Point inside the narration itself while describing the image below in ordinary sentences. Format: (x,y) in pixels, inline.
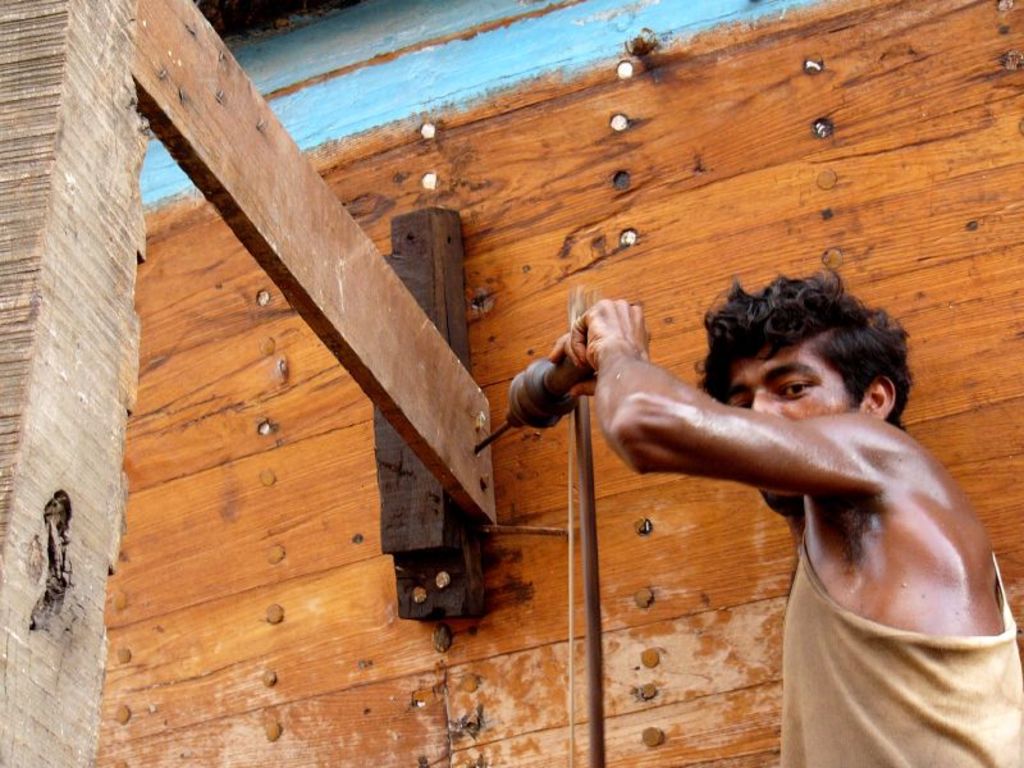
A person (891,575) is standing on the right (892,576) and holding a drilling machine (514,411). There is a piece of wood (87,106). There is a wooden background (532,197) which has screws (268,675).
